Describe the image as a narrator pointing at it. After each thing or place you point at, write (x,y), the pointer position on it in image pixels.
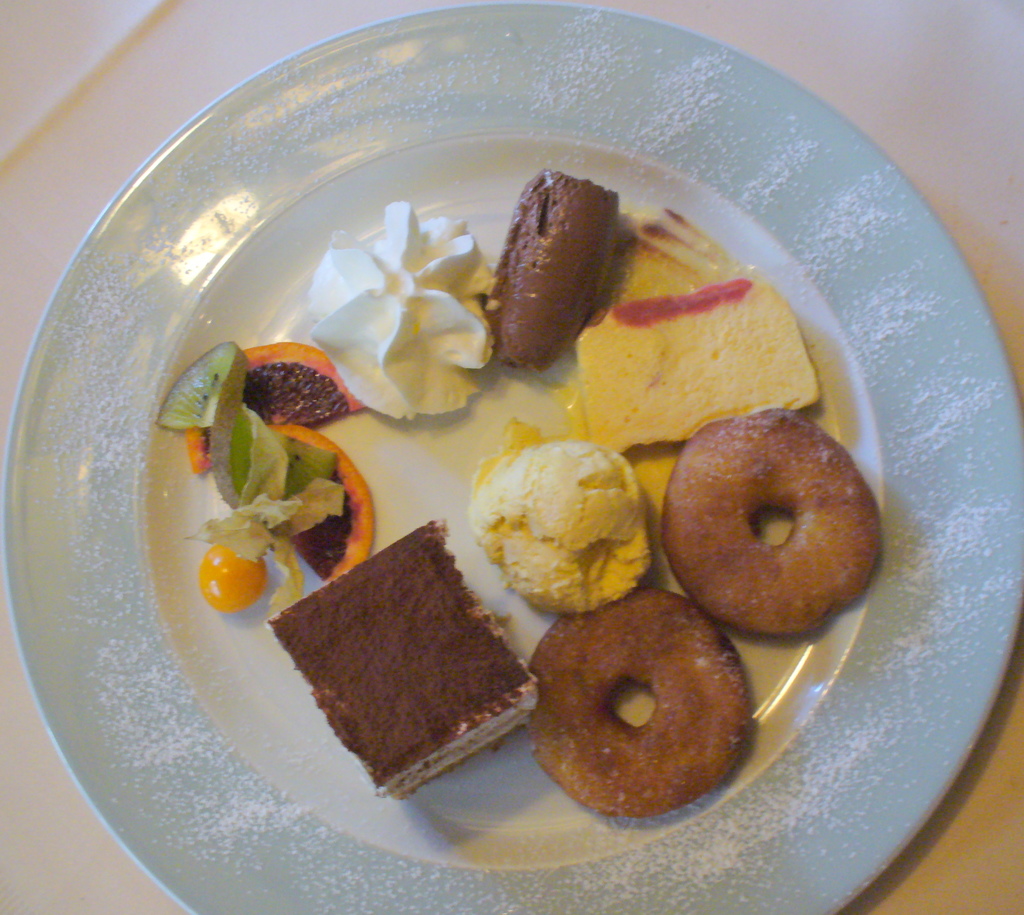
In this image I can see the food (723,409) on the white color plate (790,234). Food (643,386) is in brown, white, green, red and orange color. Plate (782,223) is on the white color surface (208,54).
